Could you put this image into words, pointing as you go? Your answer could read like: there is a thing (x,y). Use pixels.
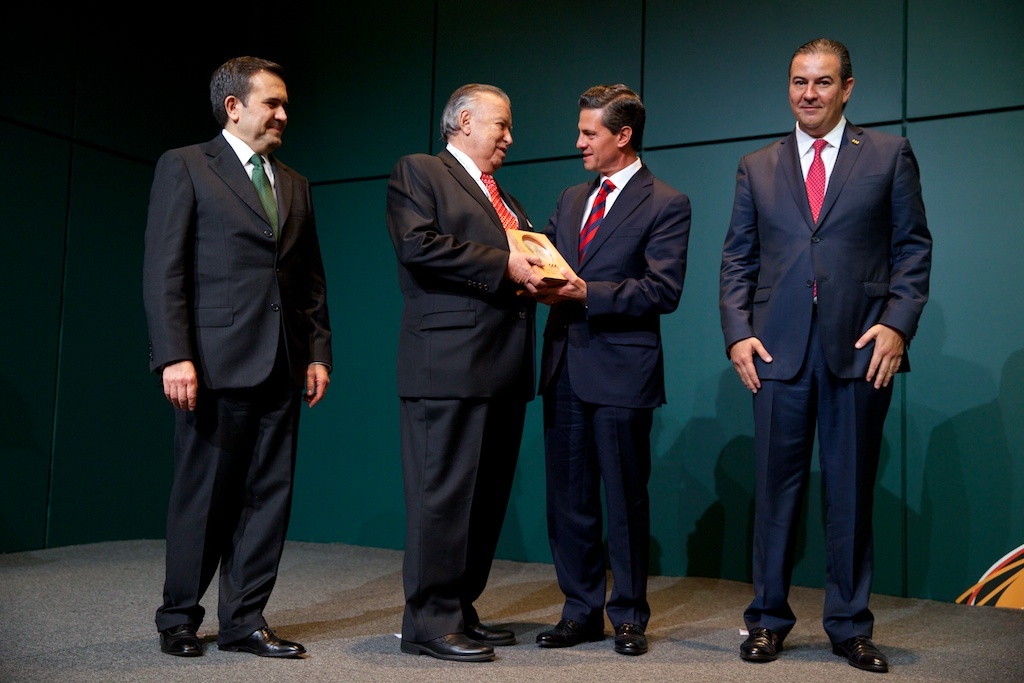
In this image, we can see there are four persons (831,174) in suits (834,174), smiling and standing on a stage (288,672). Two of them are holding an object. In the background (630,81), there is a green color wall (346,85).
